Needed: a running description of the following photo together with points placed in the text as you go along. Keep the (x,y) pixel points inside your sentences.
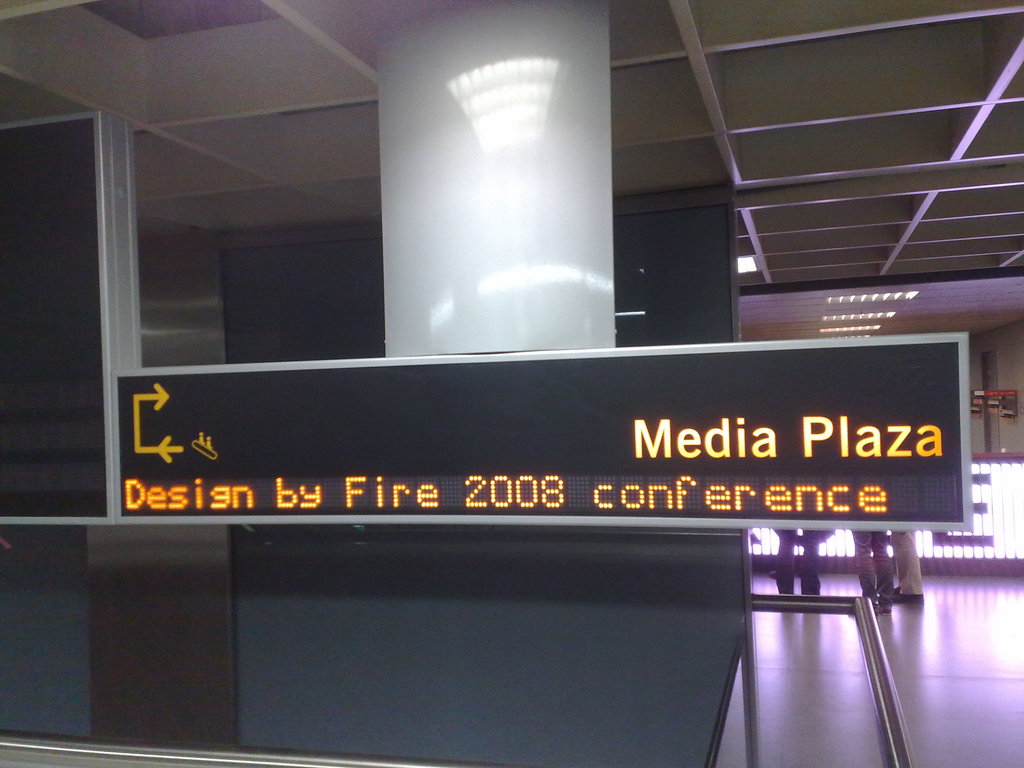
This image is taken indoors. At the top of the image (97,63) there is a roof (327,156). There are a few lights (903,291). On the right side of the image (927,664) there is a floor (956,650). There is a window blind (1013,498) with a text (978,513) on it. In the background (813,551) there is a wall (989,450) and a few people (863,549) are standing on the floor (977,748). In the middle of the image (402,312) there is a pillar (437,193) and there is a digital board (255,435) with a text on it.
